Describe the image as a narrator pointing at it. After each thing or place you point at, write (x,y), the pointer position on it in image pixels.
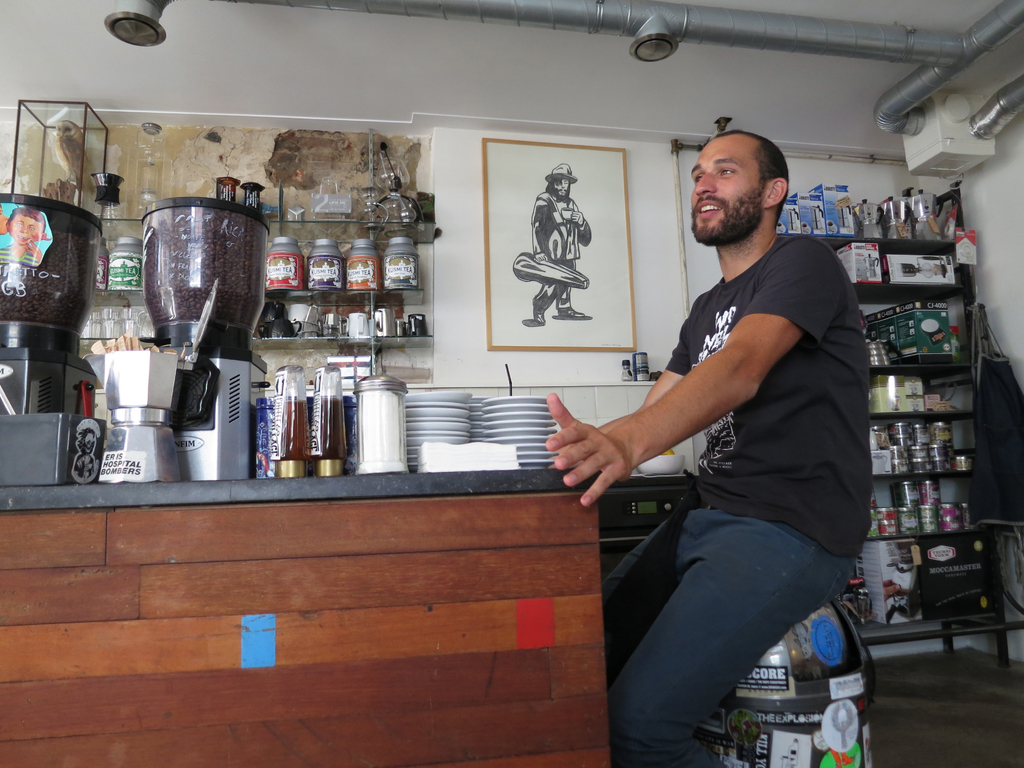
In this image we can see a person (653,390) sitting, in front of him we can see a table (227,550), on the table (388,484), there are some coffee machines (64,372), plates (437,413), bottles (392,411) and some other objects (359,406), in the background (354,271), we can see some shelves (307,292) with bottles (398,258), cups (134,321), boxes (831,218) and some other thing (889,226), also we can see a photo frame (537,308) on the wall (569,363), at the top (869,26) we can see some pipes (936,49).
